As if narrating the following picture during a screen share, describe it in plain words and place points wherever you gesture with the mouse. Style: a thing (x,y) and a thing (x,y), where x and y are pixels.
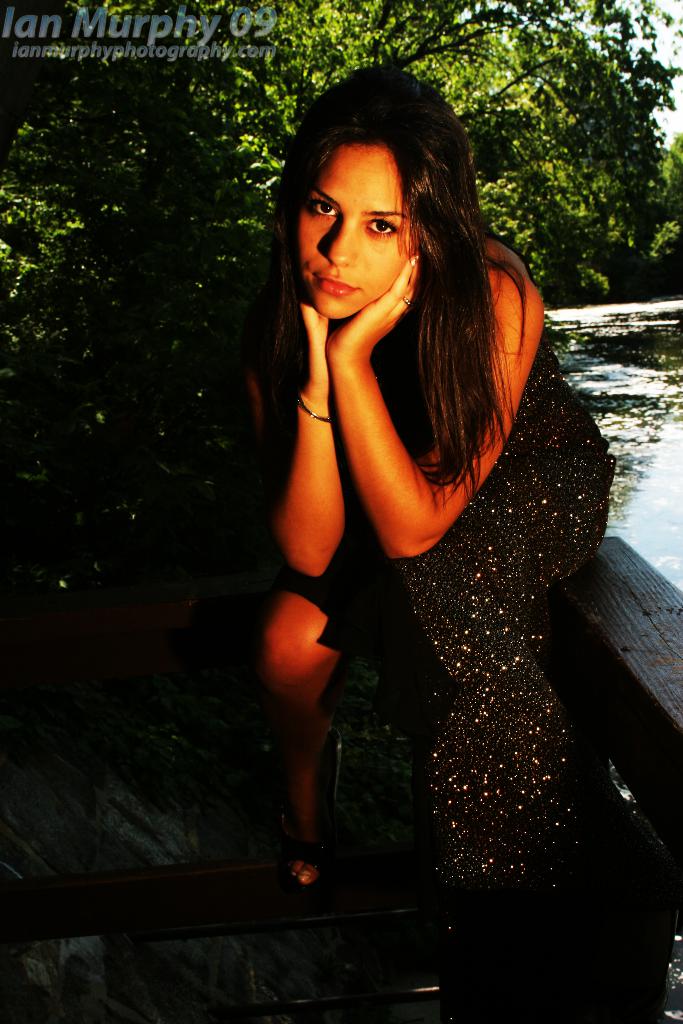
There is a lady (416,414) sitting. In the background (247,101) there are trees (371,7) and water (630,358). Also there is a watermark (117,36) in the left top corner (98,56).
